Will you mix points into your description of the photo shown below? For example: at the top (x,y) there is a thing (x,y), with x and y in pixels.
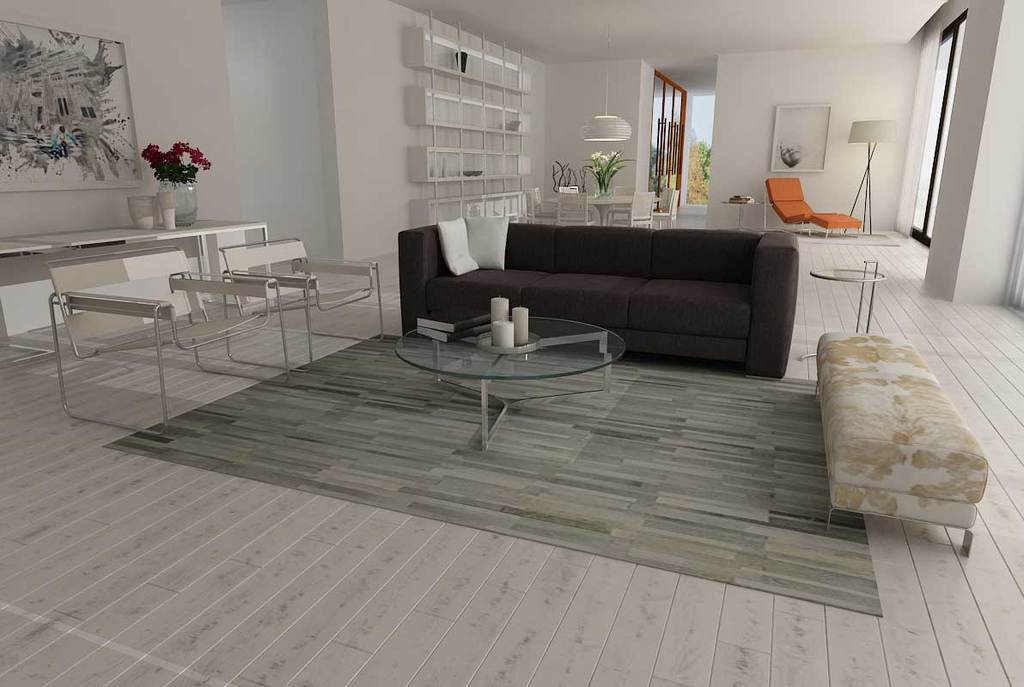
In this Image I see a sofa (755,361), chairs (120,259), some tables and few things (592,190) over here. In the background (398,134) I see the wall (966,268), a photo frame (125,185) over here and a flower vase (162,169).
